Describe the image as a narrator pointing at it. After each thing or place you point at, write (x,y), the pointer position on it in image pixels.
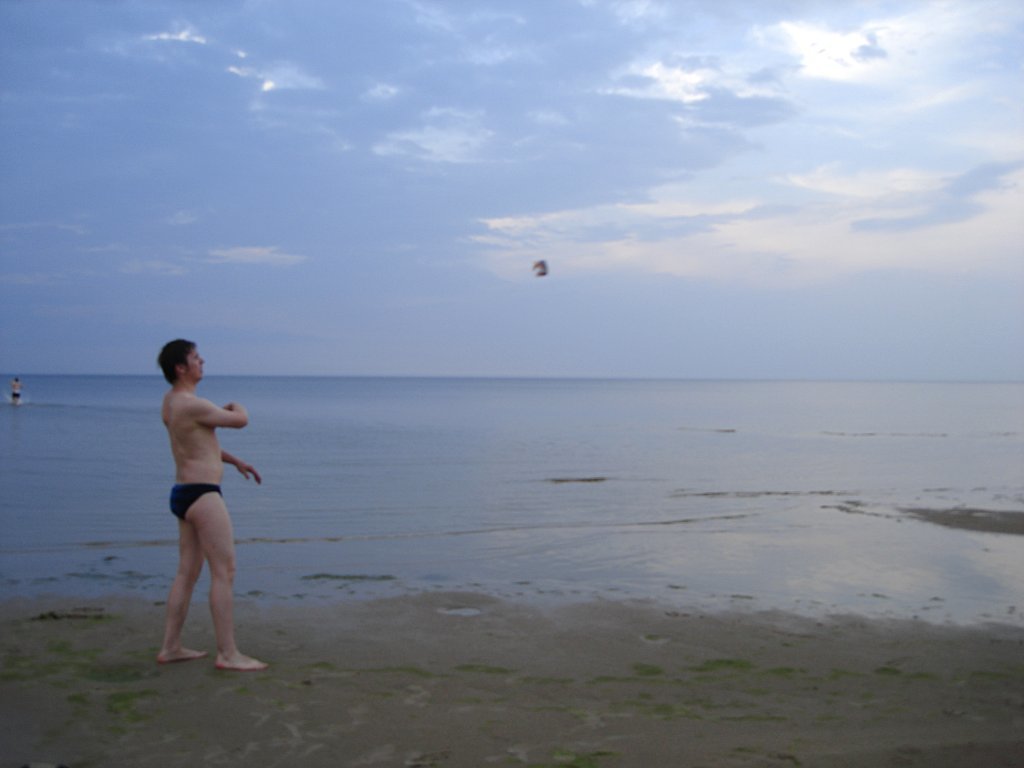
In the picture I can see a person (189,563) is standing on the ground (344,751). In the background (554,459) I can see a person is in the water (390,464) and the sky (399,329).
